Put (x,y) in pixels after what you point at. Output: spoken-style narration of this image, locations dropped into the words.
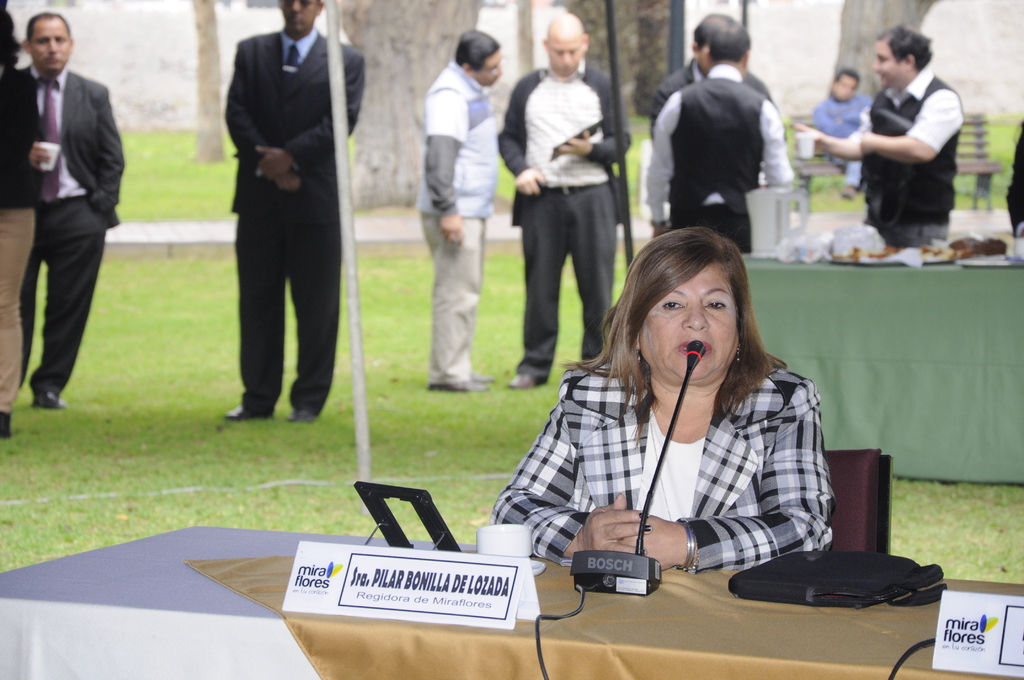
In the picture we can find a few people (249,121) are standing and one woman (601,381) is sitting on the chair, near the table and just talking in the microphone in the background (386,243) we can see some trees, grass (39,470) and path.
